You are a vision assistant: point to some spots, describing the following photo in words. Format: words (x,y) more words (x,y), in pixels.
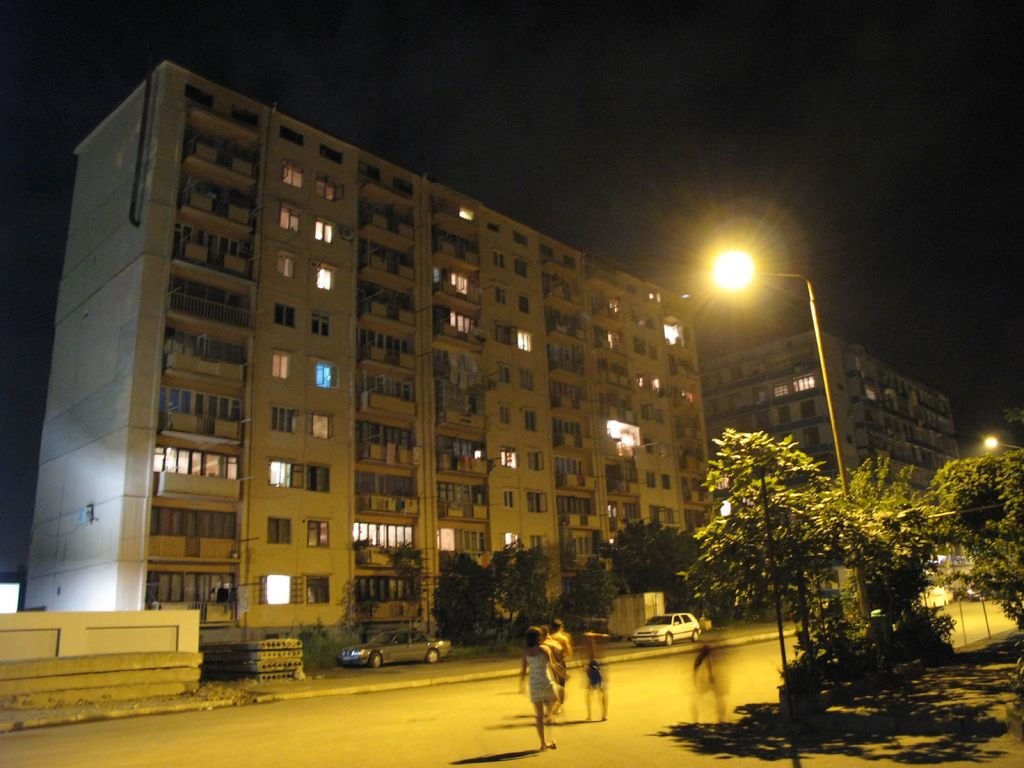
In this image I can see buildings (522,436), number of trees (941,496), vehicles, a pole (816,321), few street lights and here I can see few people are standing. I can also see black colour in background (815,189) and here I can see shadows (762,722).
